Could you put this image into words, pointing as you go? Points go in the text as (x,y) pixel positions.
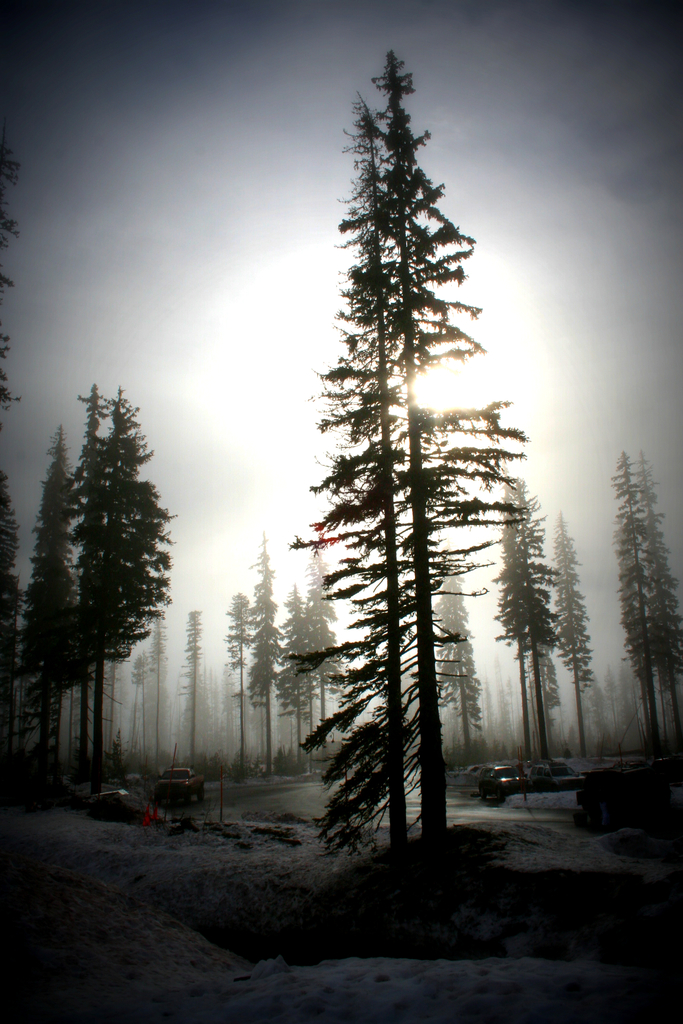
In this image, we can see some trees (318,651) and cars (186,780). In the background (615,462), we can see the sky (663,338).
